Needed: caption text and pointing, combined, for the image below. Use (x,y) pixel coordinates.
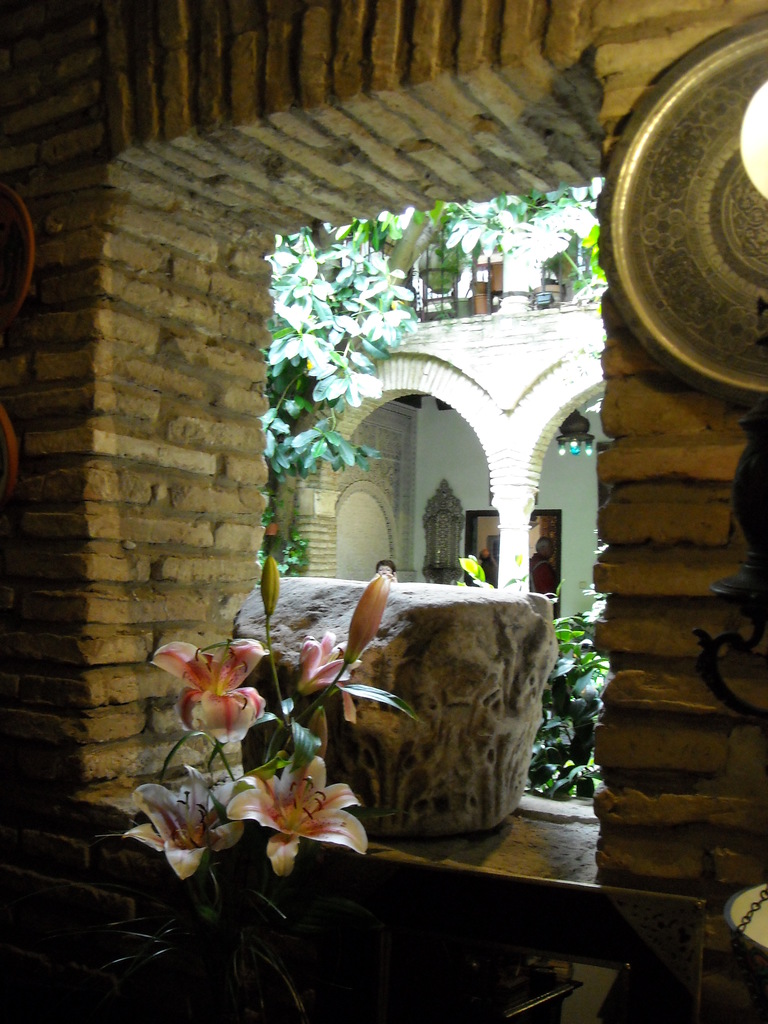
In this image I can see a stone (457,691) and few flowers (295,841) in the front (239,694). In the background (442,501) I can see a door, a tree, few plants (596,600) and few other things (574,423). On the bottom right side of the image (757,890) I can see an object (679,947) and on the top right side of the image (712,147) I can see a light (766,144) and a thing (751,71) on the wall (644,366). On the left side of the image I can see two things (2,198) on the wall (59,189).
